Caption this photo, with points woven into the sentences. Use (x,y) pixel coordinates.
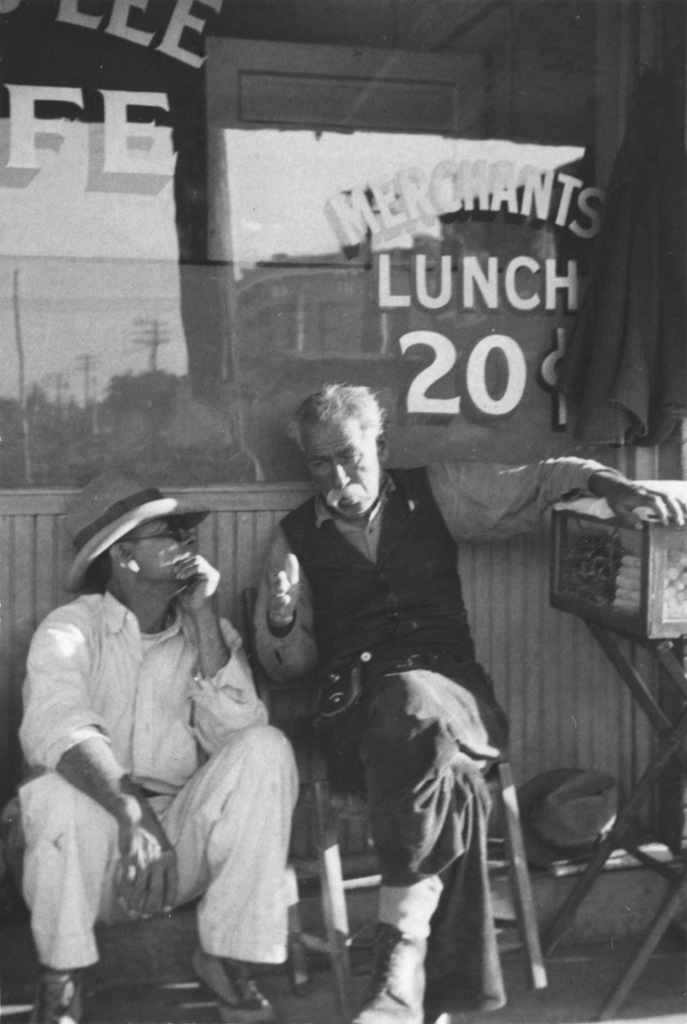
In this image there is an old man (410,685) sitting on the chair (337,756) on the right side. Beside him there is another man (137,642) sitting on the floor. In the background (313,99) there is a glass (161,195). On the right side (640,678) there is a stand (644,688) on which there is a wooden box (616,555).
